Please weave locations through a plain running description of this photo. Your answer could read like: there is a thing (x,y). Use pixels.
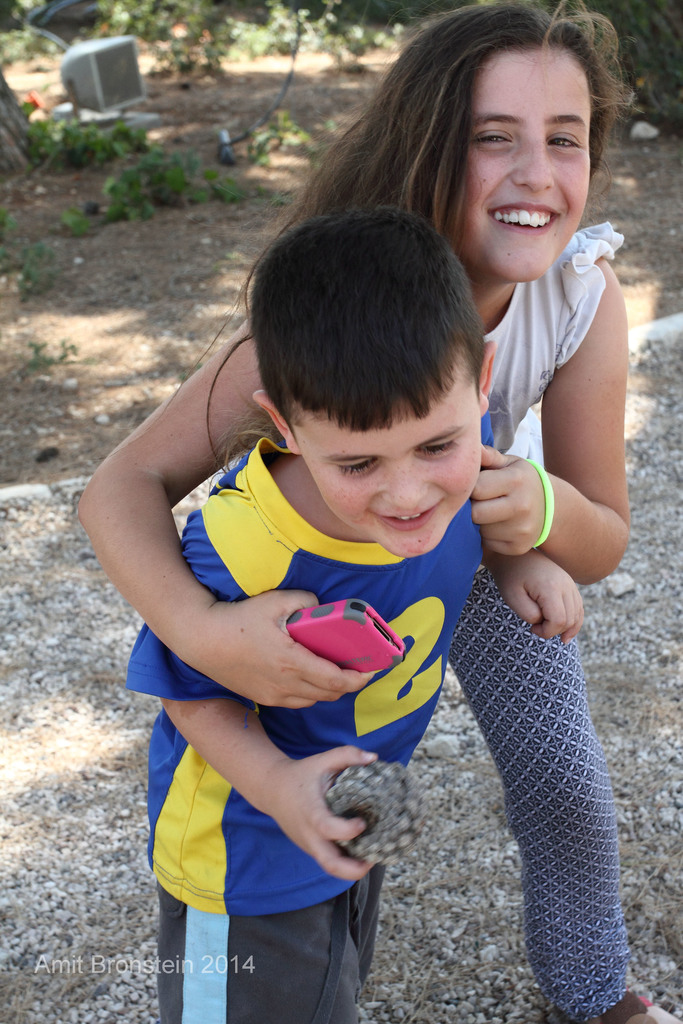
In this image in the foreground (469,357) there is one girl (525,458) and one boy (448,533) who are smiling, and both of them are holding something in their hands (318,679). In the background (187,193) there is sand (85,438), walkway (130,637), plants (191,51) and some object (101,97).
